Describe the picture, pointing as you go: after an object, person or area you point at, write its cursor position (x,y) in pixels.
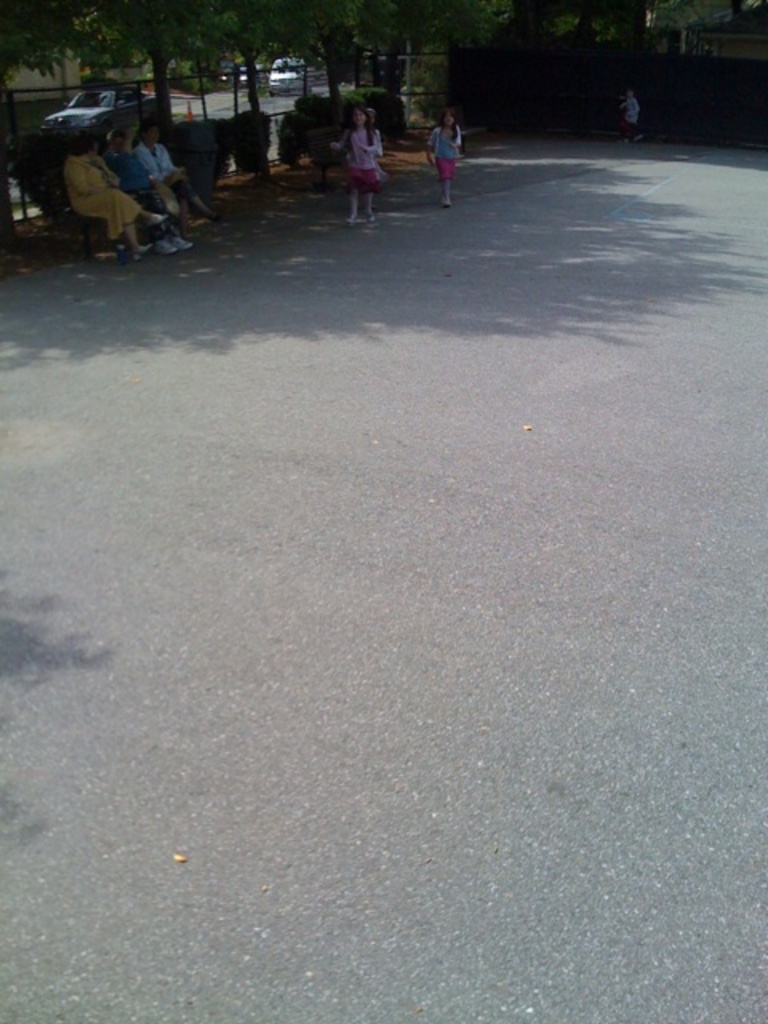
In this image there is a surface ground (450,561) as we can see at bottom of this image, and there are some persons (131,219) sitting on the bench (83,229) at top left side of this image (97,191) and there is one car (98,111) behind to these persons (102,162), and there are two kids (372,149) standing at top of this image (371,181) and there is one person (624,137) at top right side of this image (626,123). There is a building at top right corner of this image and there are some trees (394,70) in the background (418,81). There is one car (289,83) as we can see at top middle of this image (298,76).
